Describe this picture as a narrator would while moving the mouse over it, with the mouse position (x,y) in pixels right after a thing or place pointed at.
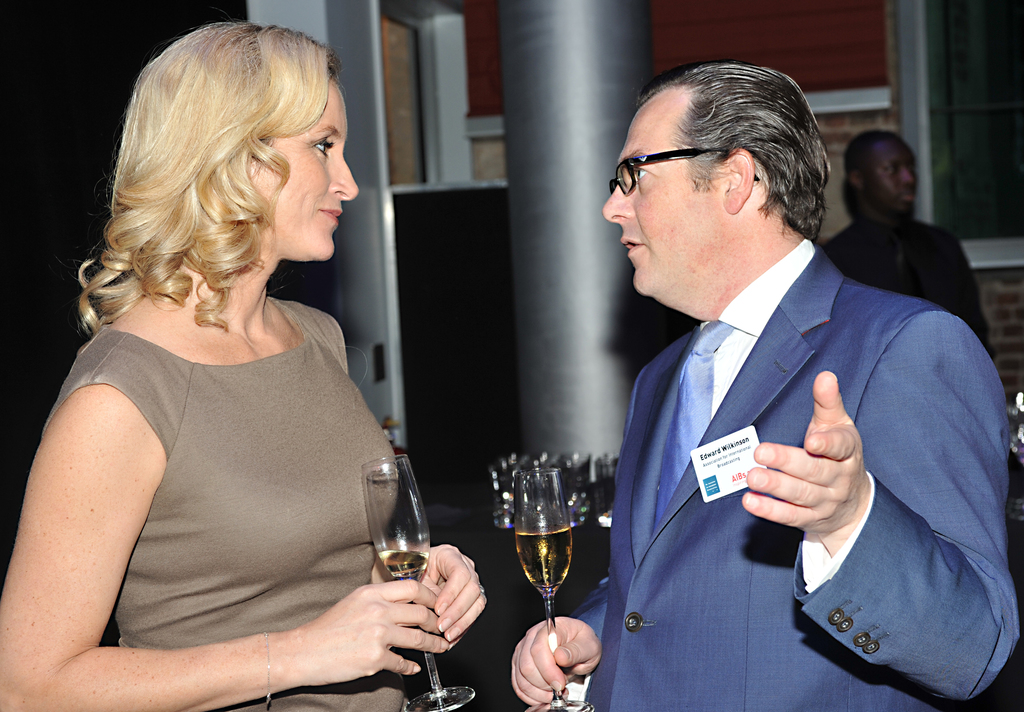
In this image there are three people (173,437) standing, two men (694,442) and a woman (307,453) holding a wine glass (405,579) with wine (392,562) in her hand (415,587). In the right side of the image (947,400) a man (957,413) is standing and talking. In the background (19,306) there is a wall (807,49) and a pillar (549,250) and a window (960,164).
